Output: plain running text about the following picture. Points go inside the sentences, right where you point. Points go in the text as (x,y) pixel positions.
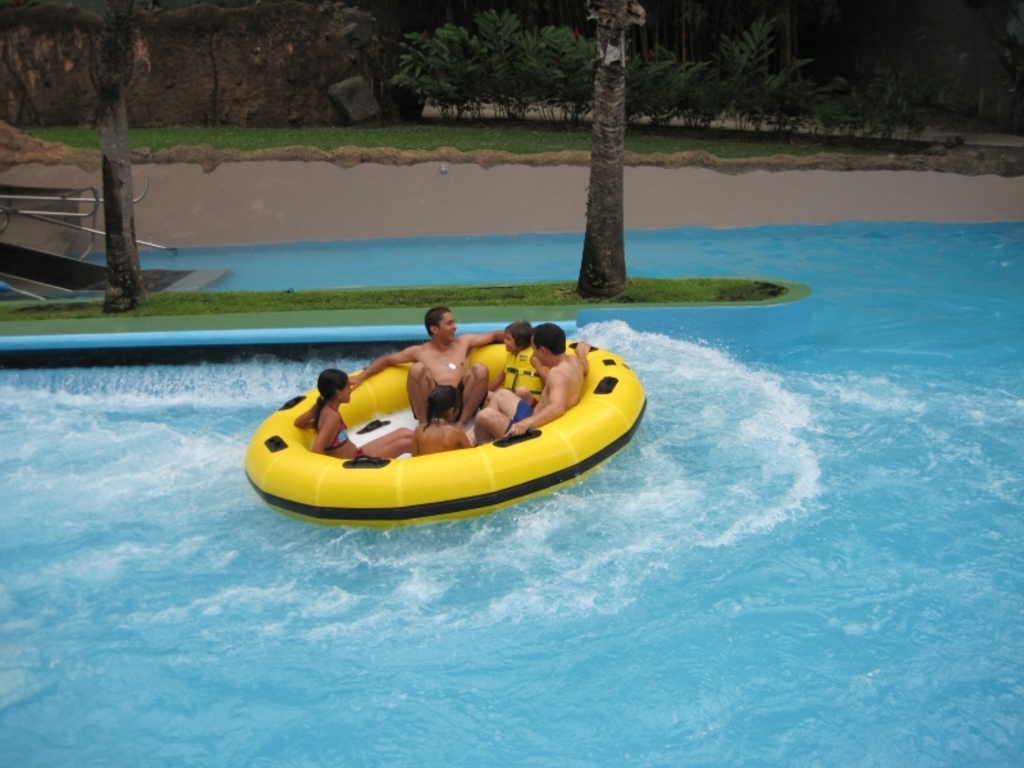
In this picture we can see people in the water tube (521,464) and this tube (560,430) is on water (740,408) and in the background (272,97) we can see trees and some objects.
